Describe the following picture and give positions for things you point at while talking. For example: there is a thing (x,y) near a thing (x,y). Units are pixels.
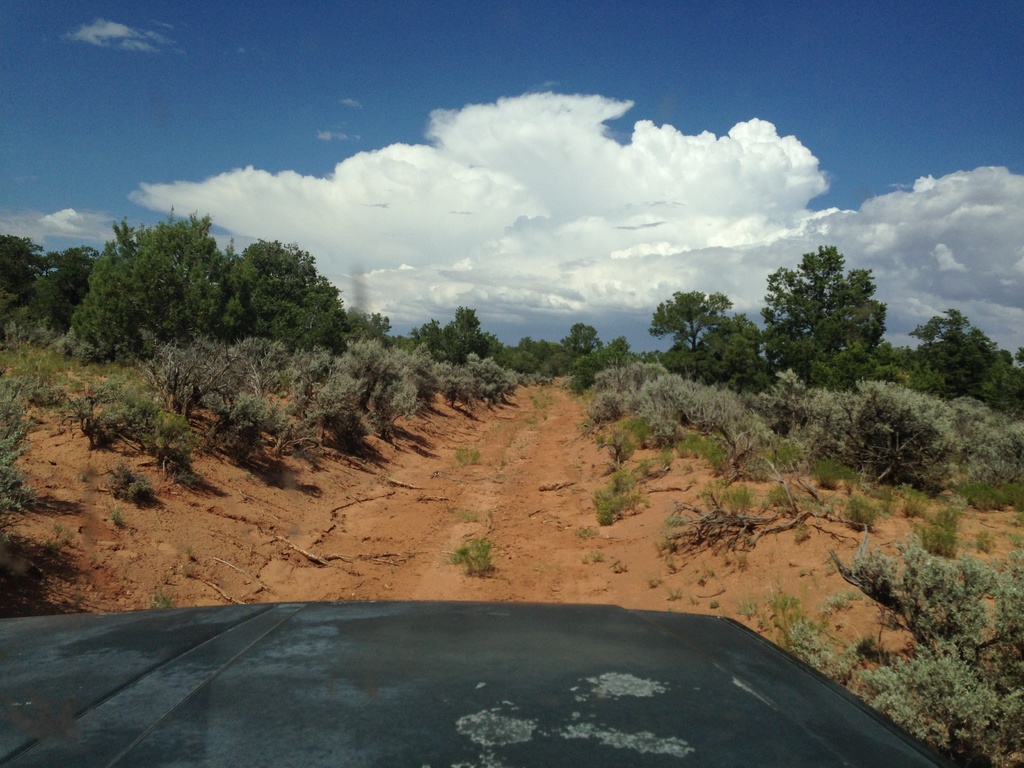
In this image it looks like a vehicle (424,643). And both the sides there are trees (694,351) on the ground (531,457) and the cloudy sky (609,186) in the background (652,213).
